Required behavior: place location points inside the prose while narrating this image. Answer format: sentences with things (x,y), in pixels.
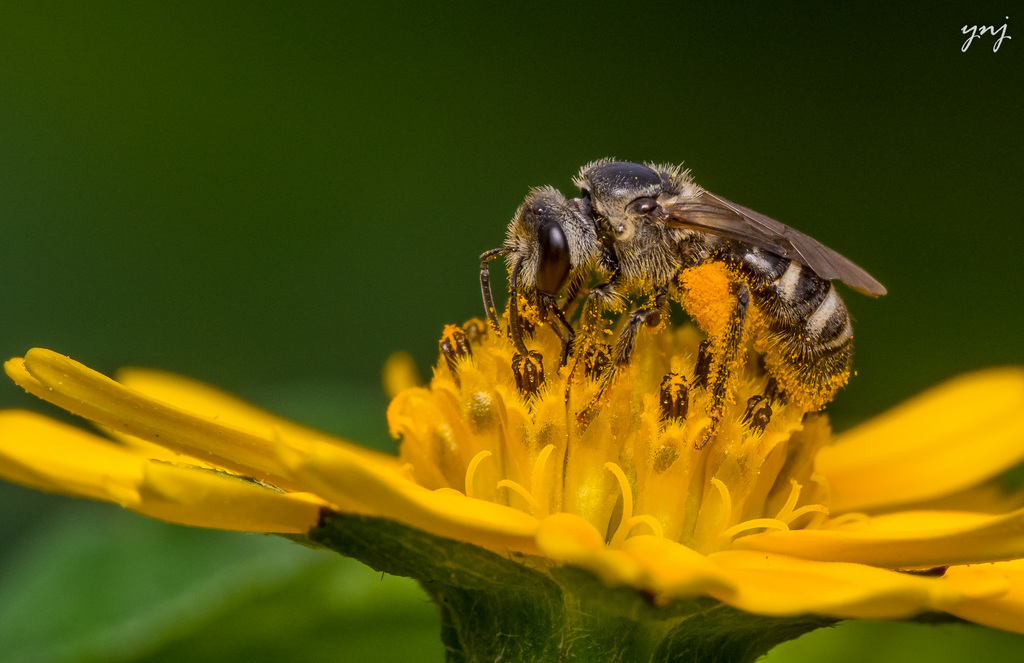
In this image there is a flower (803,523) truncated, there is an insect (632,256) on the flower (703,451), there is text (979,37) on the image, the background of the image (259,185) is blurred.
